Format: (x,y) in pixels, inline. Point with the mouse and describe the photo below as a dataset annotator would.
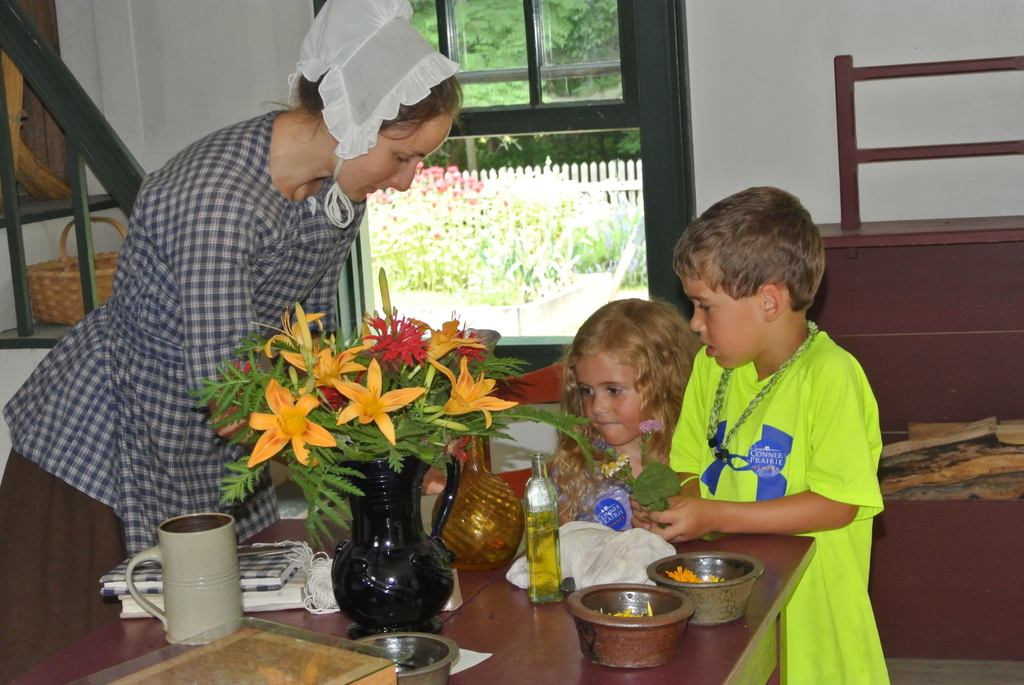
In this image we can see three persons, in front of them, we can see a table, on the table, we can see the bowls (638,641), flower vase (366,463) and some other objects (149,581), also we can see a basket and a window (365,239), through the window (602,236) we can see some plants (600,235).
